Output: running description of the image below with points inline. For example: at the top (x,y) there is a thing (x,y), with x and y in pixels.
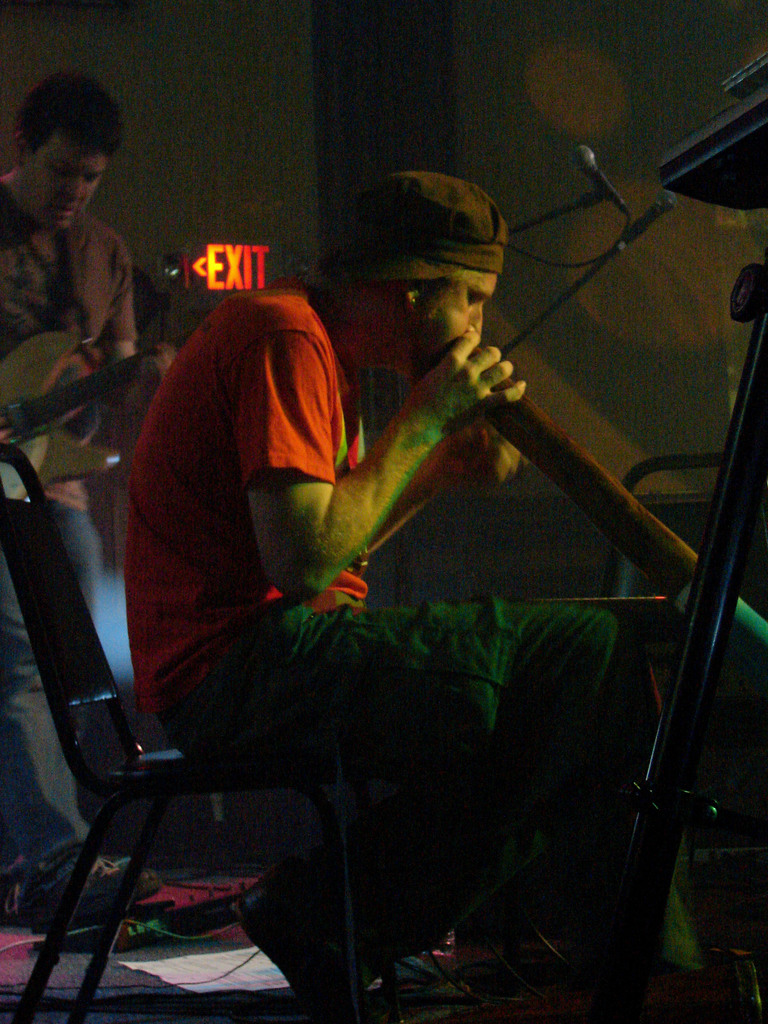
This picture shows a man (183,649) seated on a chair (54,715) and playing an instrument (516,428) and we see a man (17,444) playing guitar (4,370) on his back (181,367).
